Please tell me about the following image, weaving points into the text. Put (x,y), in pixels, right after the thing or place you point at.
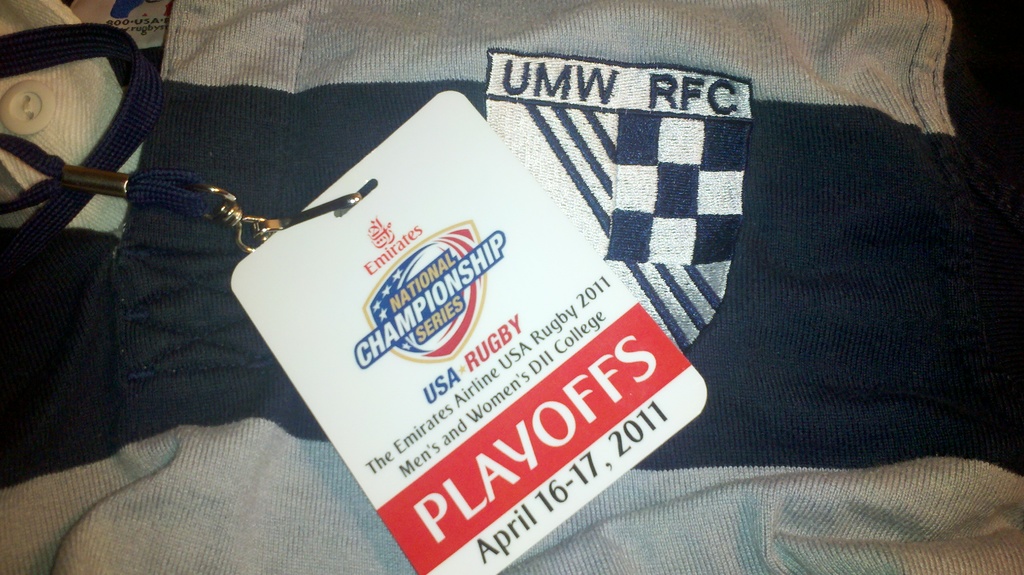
In this picture we can see the clothes (235,141), button (14,102), tag (321,295).
